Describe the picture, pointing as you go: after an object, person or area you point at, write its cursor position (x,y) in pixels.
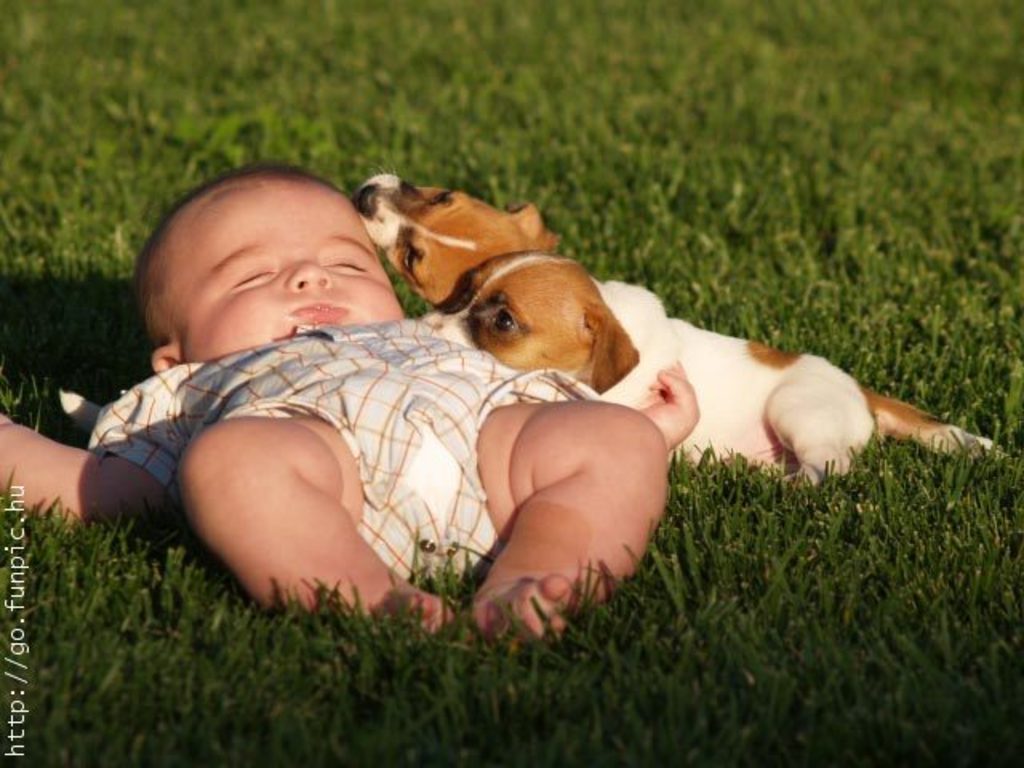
In this image I can see a baby (313,421) is laying on the floor (174,540) also there are two dogs (522,316) looking at this baby (356,303). Here I can see the green color grass (759,216).
